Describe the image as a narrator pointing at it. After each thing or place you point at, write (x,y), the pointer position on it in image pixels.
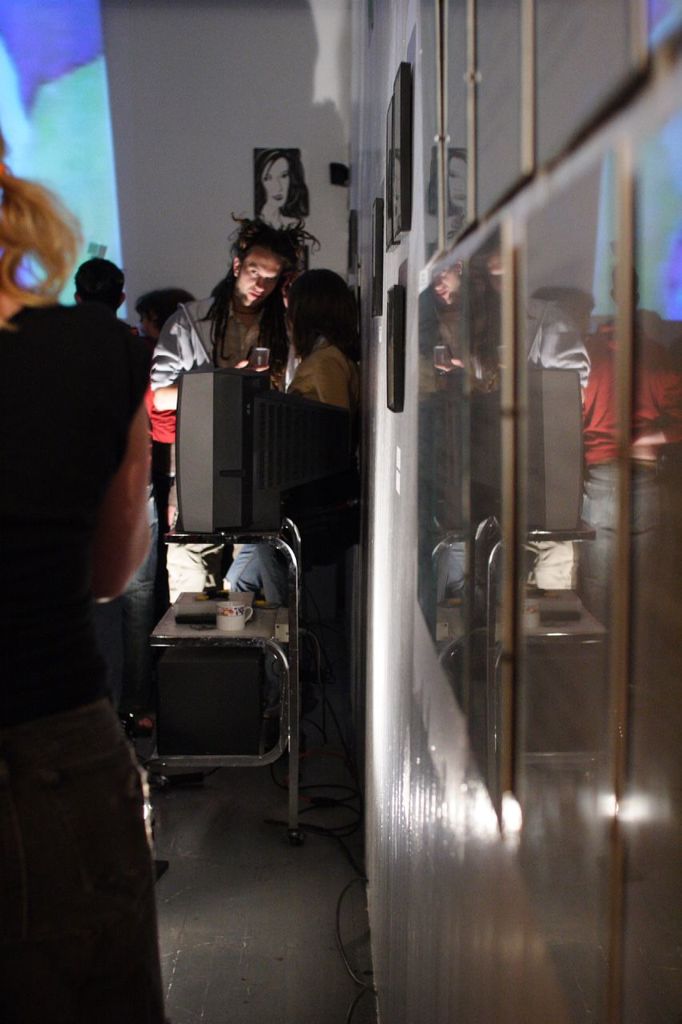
In this image, we can see few people (168,503). Here there is a stand (289,759). Television (246,485), some items (261,604) are placed on it. Right side of the image (463,500), we can see a wall (372,622) with photo frames (448,528). Background (265,166) we can see some poster (275,190).
